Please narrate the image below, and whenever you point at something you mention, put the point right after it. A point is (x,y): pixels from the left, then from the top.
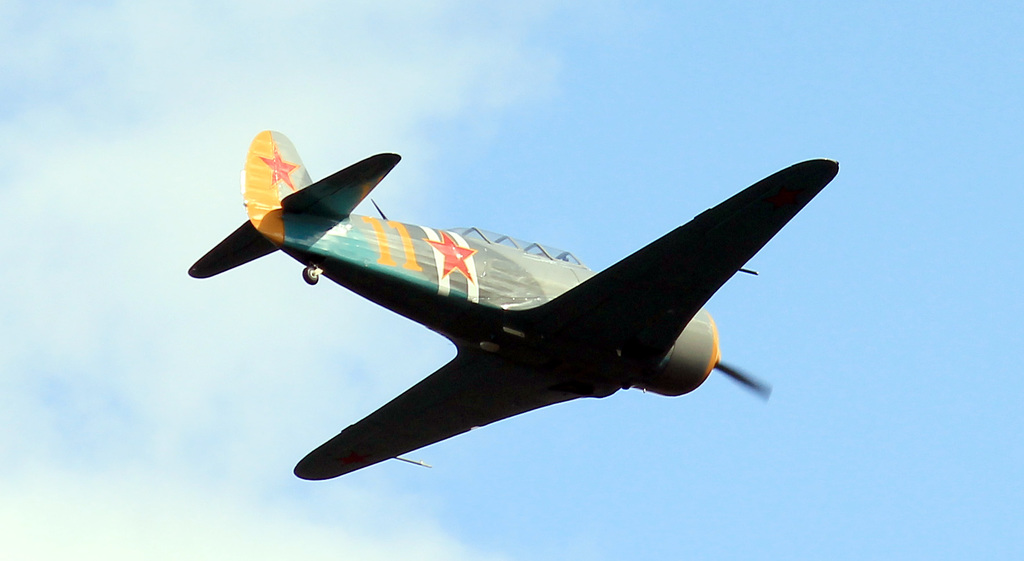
We can see airplane (515,352) in the air (743,317) and we can see sky (254,47).
